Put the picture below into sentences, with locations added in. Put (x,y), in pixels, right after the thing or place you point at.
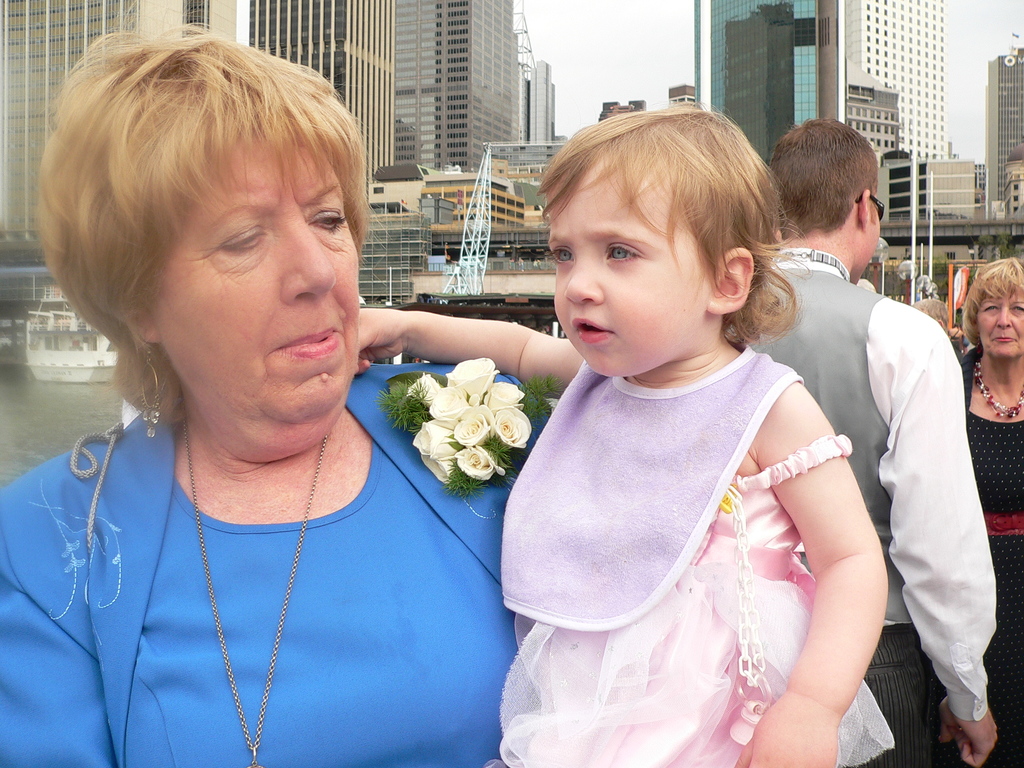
As we can see in the image there are few people (392,502) here and there, flowers (439,436), water (63,429), boat (44,351), buildings (432,57) and sky (615,81).
